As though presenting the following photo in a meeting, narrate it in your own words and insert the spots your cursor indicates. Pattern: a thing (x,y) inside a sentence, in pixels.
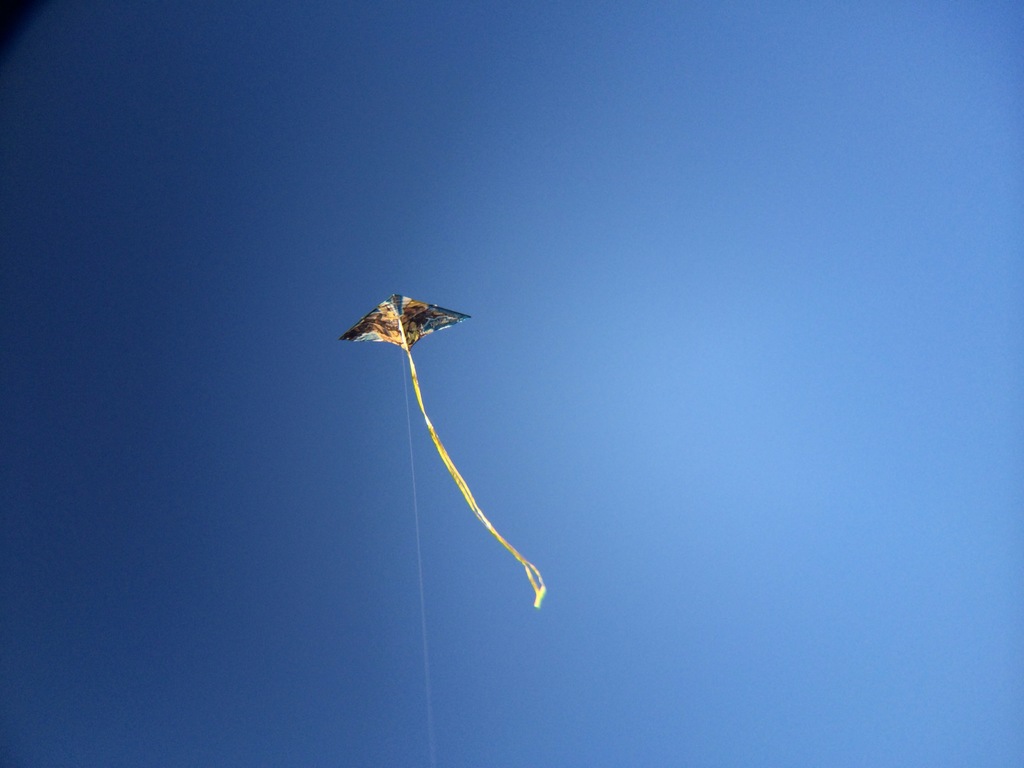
In this picture we can see a kite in the air (478,529) and thread (405,378). In the background of the image (469,258) we can see the sky (414,523) in blue color.
